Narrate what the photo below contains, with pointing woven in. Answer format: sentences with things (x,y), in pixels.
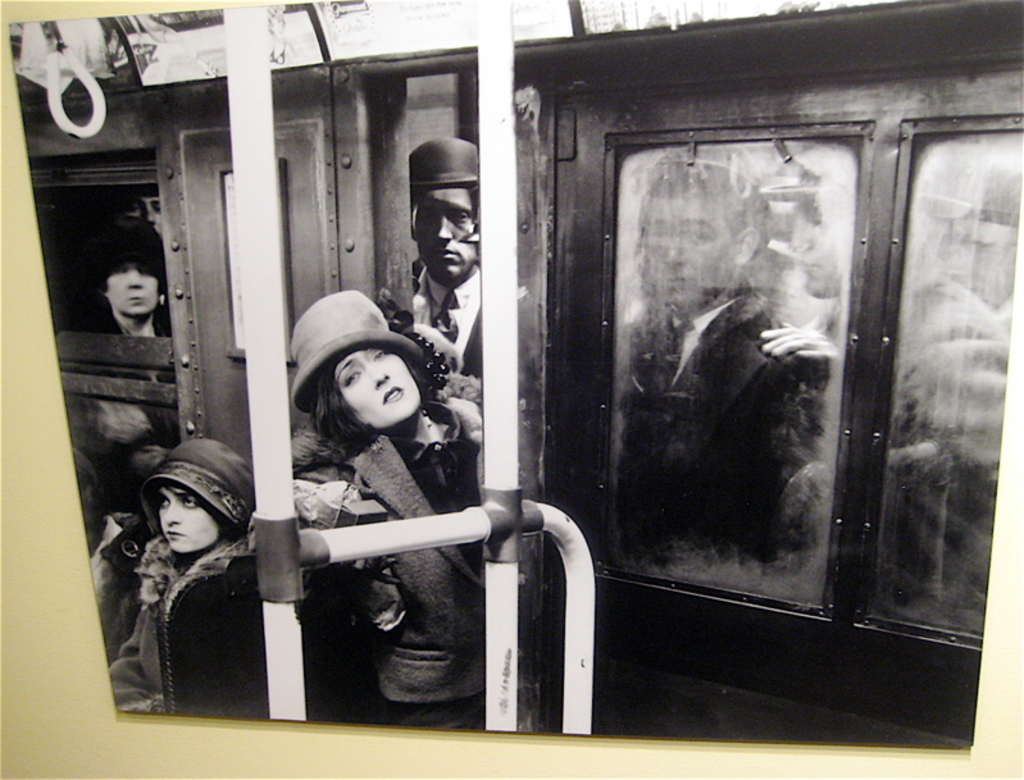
In this picture I can observe a photograph (344,163) on the wall (49,346). In the photograph (353,451) I can observe some people (353,451) in the train (296,217). There are men (461,323) and women (380,378) in this photograph (362,376).
